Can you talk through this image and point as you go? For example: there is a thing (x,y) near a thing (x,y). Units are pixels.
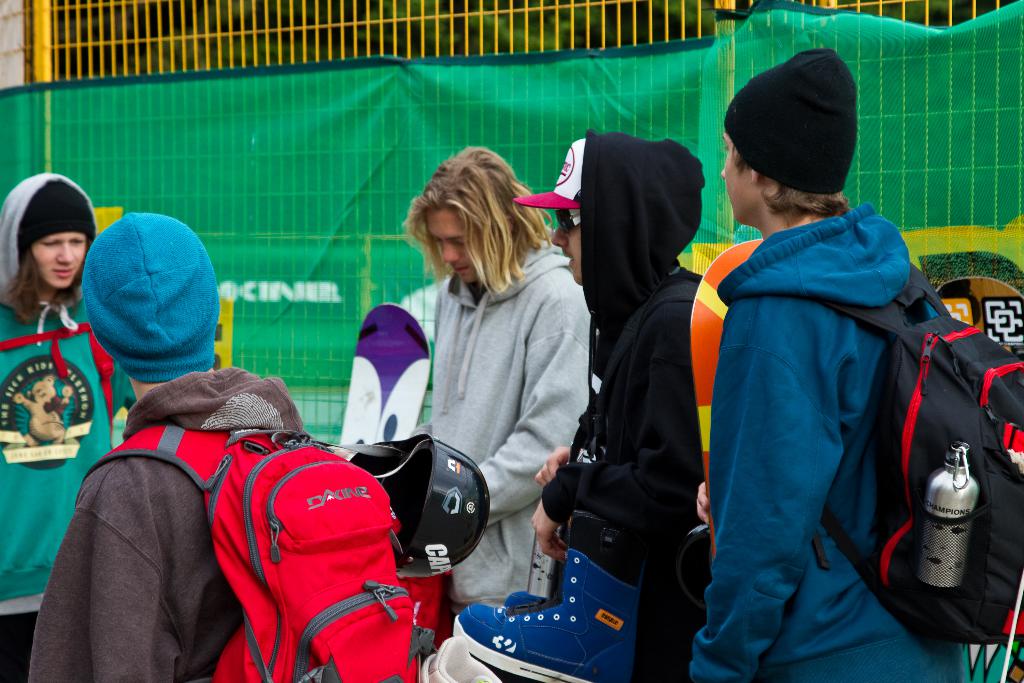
This image is clicked outside. There are so many people (442,390) in this image. Some of them are wearing backpacks (991,521). There is a net (293,132) behind them. Four of them are wearing caps (47,213).
